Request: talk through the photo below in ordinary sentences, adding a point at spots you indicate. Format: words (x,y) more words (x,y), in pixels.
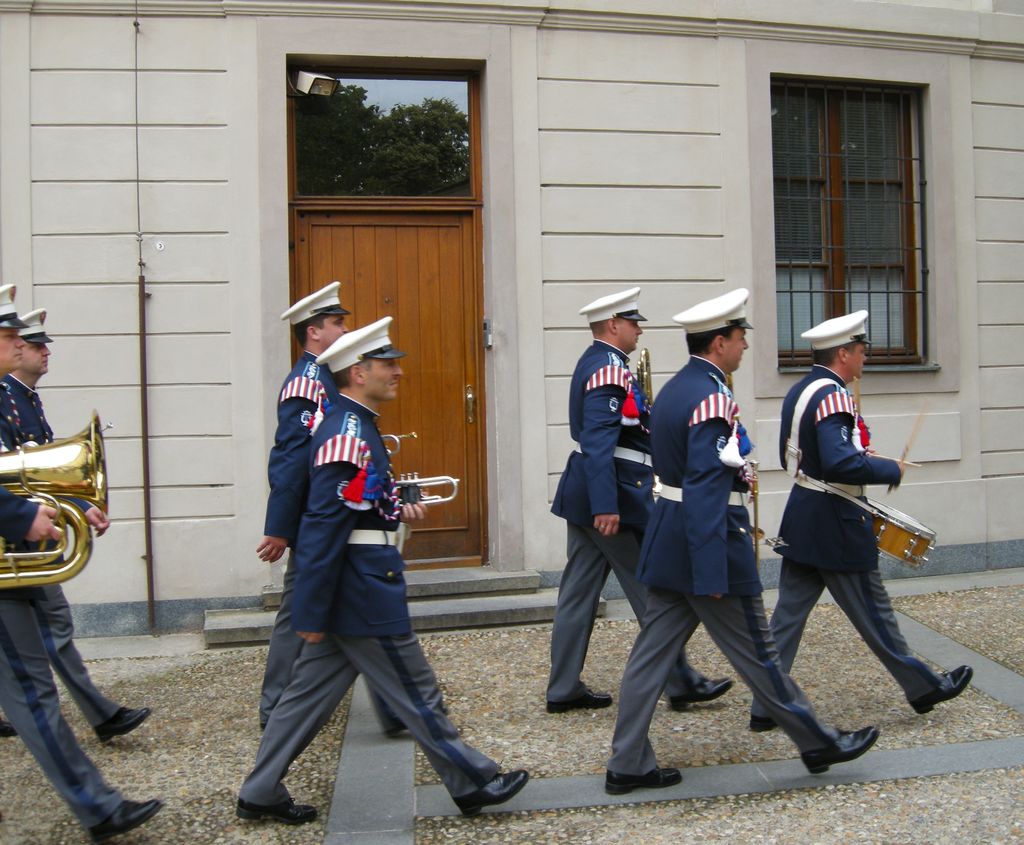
This picture is clicked outside. In the center (589,526) we can see the group of people (377,475) wearing uniforms (666,496), holding the musical instruments (399,485) and walking on the ground (600,769). In the background (654,219) we can see the house (670,117) and we can see the window (844,229), door (366,271) and the wall (216,207) of the house (538,196), we can see the reflections (413,100) of the sky (390,94) and the trees (418,137) on the glass (366,87) and we can see some other items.
